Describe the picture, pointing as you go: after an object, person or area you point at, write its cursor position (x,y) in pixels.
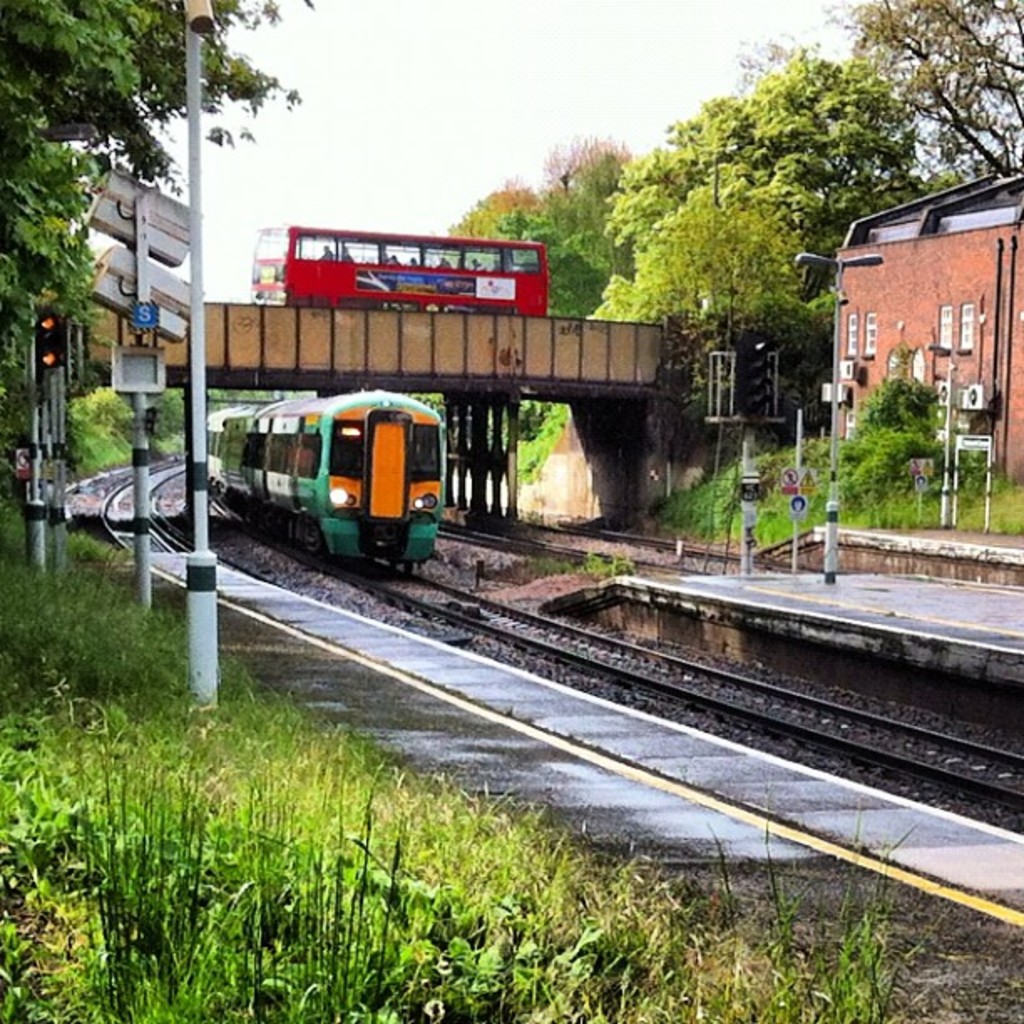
In the picture we can see the railway track (223,542) with a train (366,467) on it and beside it, we can see a part of the grass surface (186,917) with poles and on the top of the train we can see the bridge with a bus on it and beside it, we can see the trees (213,76), poles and a part of the building (844,285) with windows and in the background (220,176) we can see the sky (380,34).
